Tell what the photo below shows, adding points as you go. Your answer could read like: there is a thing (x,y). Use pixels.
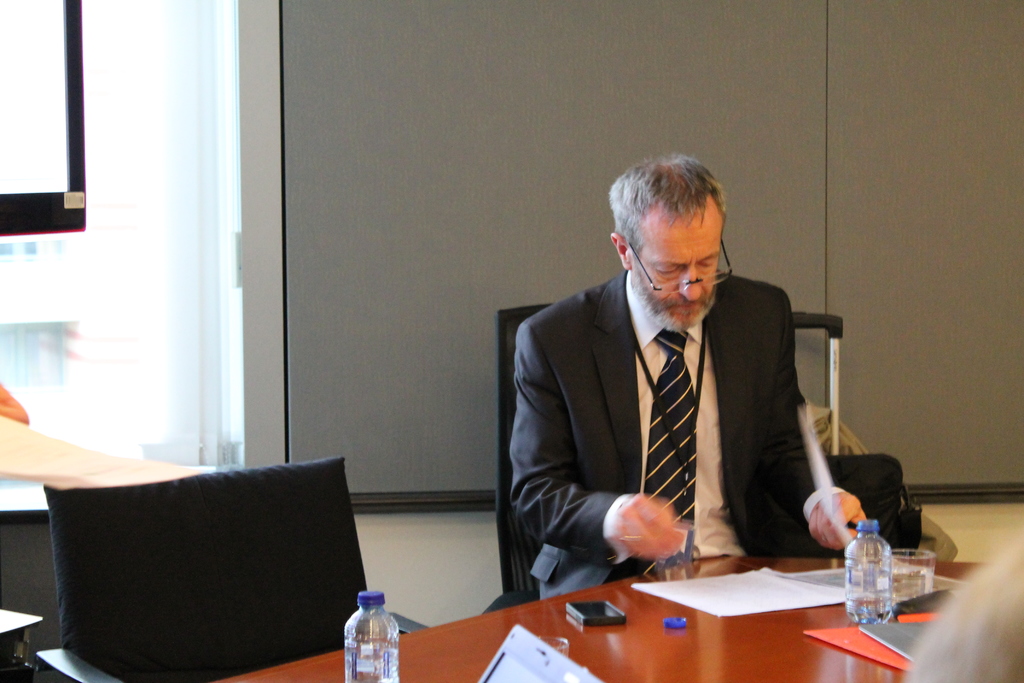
In this image I can see a person (594,401) wearing black colored blazer (610,372), white colored shirt (650,348) and black colored tie (667,400) is sitting on a chair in front of a table (720,646). On the table (693,639) I can see two bottles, few papers (697,582) and few other objects (544,664). I can see a chair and in the background (382,207) I can see the grey colored board (475,118) and the white colored wall (454,574).
